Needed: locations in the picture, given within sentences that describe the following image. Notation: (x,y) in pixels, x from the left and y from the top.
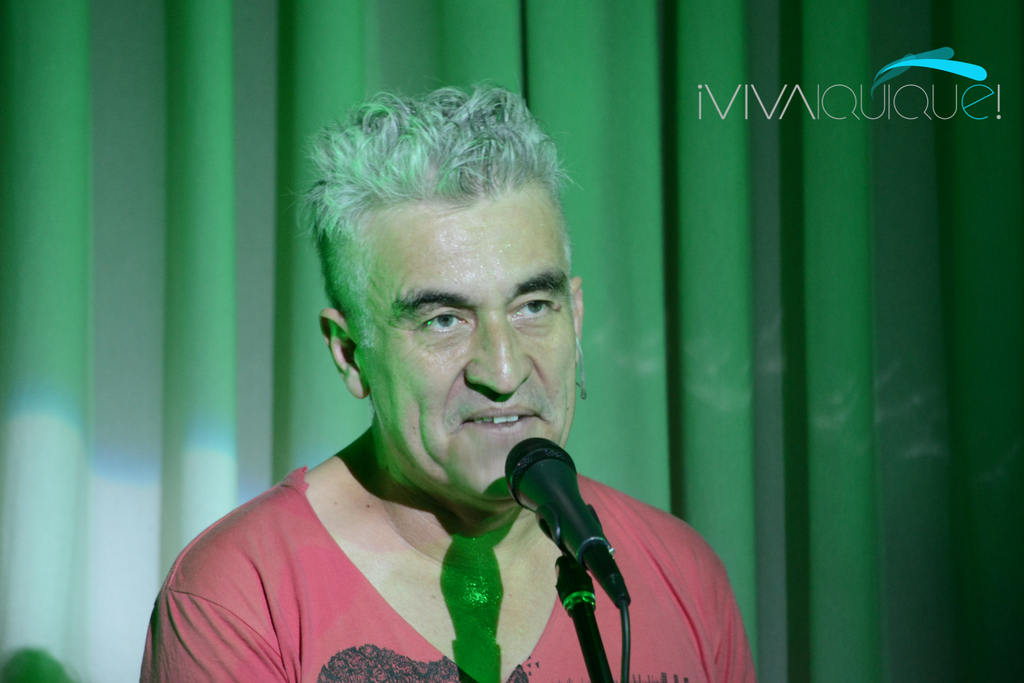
In this image, we can see a person (237,583). In-front of him, there is a microphone (536,443) with rod (583,621) and wire (623,633). In the background (940,569), we can see curtains (596,360). On the right side (770,103) top of the image (842,103), there is a watermark (843,104).
